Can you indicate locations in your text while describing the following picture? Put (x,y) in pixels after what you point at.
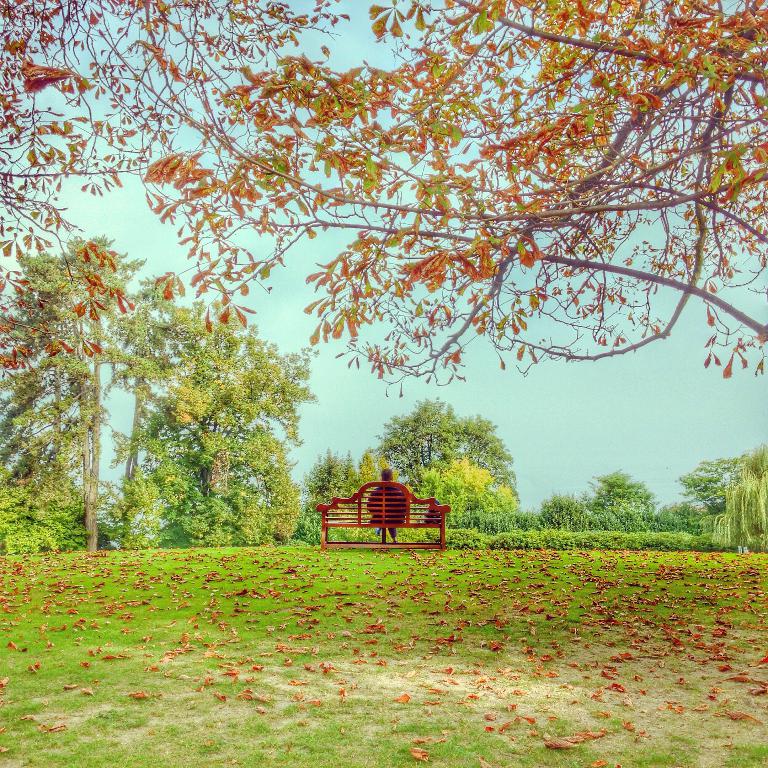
In this picture there is a person (373,510) sitting on a bench (403,511) which is on a greenery ground (443,579) and there are few orange color leaves (451,612) on it and there are few trees (466,447) in the background (209,363).
